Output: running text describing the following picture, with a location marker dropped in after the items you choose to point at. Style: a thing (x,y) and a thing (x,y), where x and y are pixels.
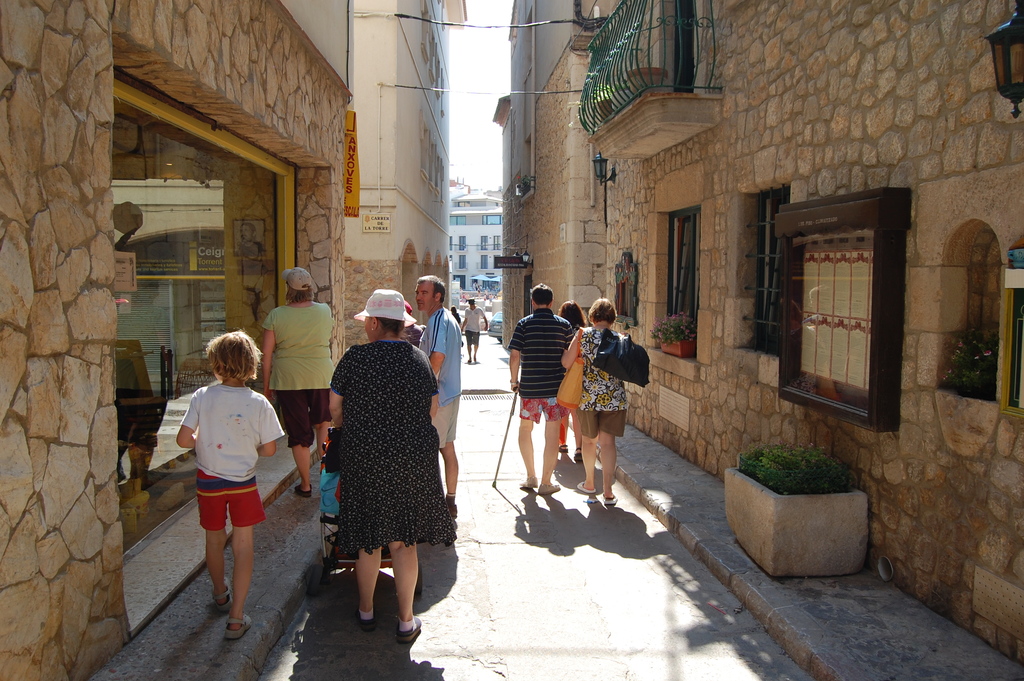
In this image I can see a group of people (420,430) are walking. On the right side (803,466) there are bushes (816,458), glass windows (778,285) to this stone wall (825,126). On the left side (145,284) there is the glass wall (201,195), it is the street (596,636) and there are buildings (642,421) in this image.
